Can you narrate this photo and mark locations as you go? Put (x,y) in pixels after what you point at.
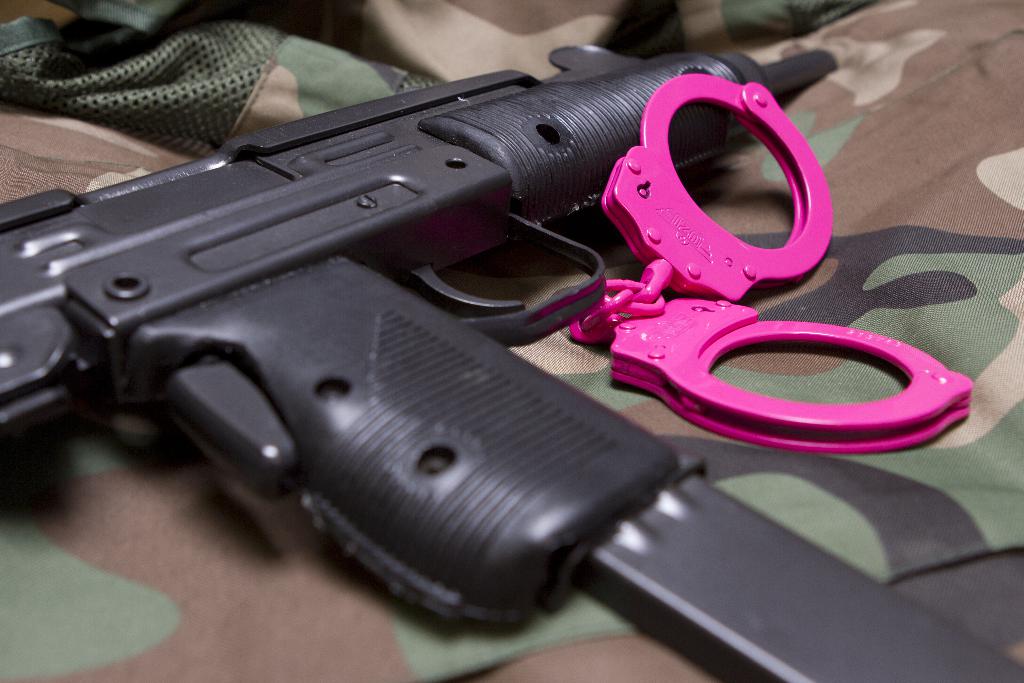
In this image there is a gun (437,246) and some other objects (645,307) on the camouflage cloth (255,647).
